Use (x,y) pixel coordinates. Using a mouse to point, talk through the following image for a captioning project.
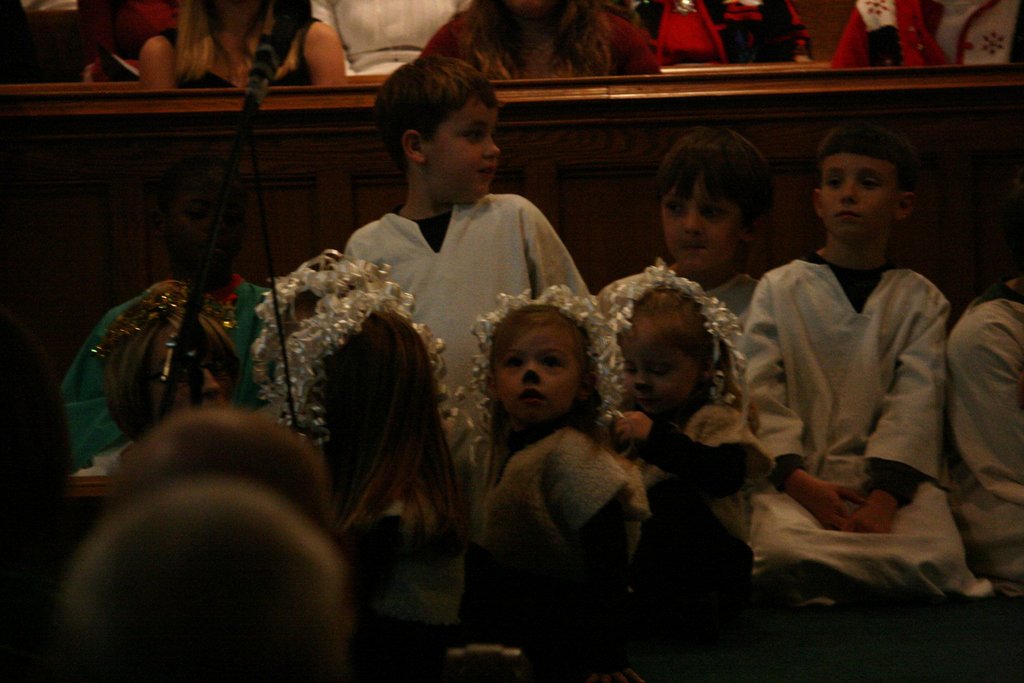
In the foreground of the picture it is blurred. In the center of the picture (425,251) there are boys (473,235), girls (280,288) and a microphone (245,119). In the background (682,99) there is railing (167,115) and there are people (566,44) sitting.
